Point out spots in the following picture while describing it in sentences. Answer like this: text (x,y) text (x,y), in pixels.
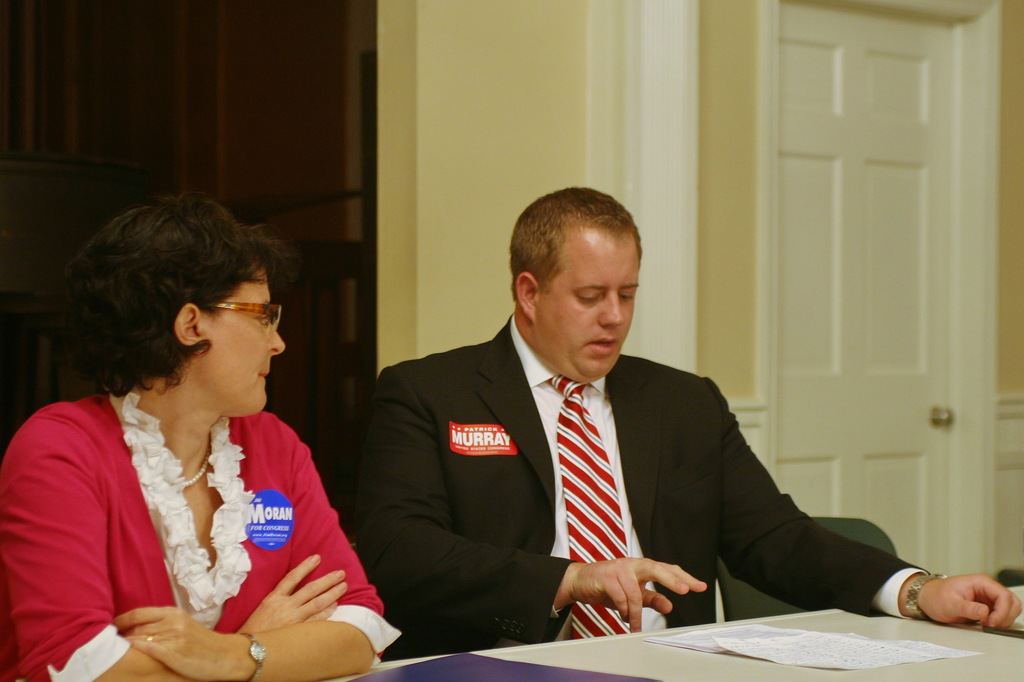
In this image we can see two persons (413,511) sitting. Behind the person (521,479) we can see a wall (517,155), door (882,183) and a chair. In front of the person (568,615) we can see a paper (845,644) on a surface (776,680).
